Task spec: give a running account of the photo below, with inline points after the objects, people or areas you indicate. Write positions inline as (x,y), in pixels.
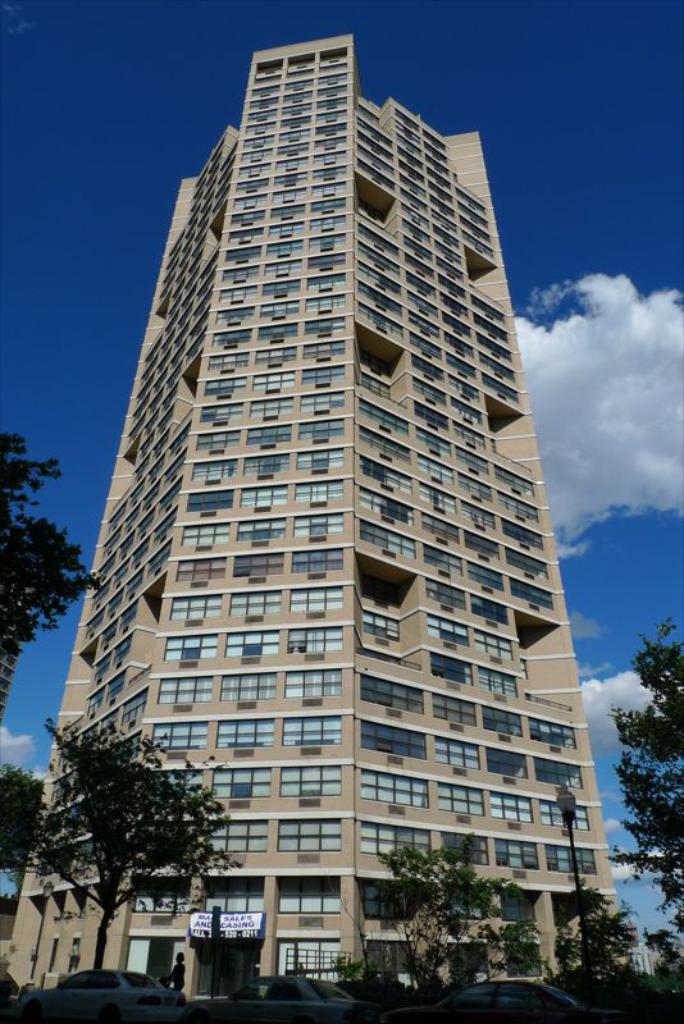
In this image there is a skyscraper (267,455). At the bottom (99,988) there are cars (289,1009), a street light pole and a person (180,982) walking. There are trees (72,801) in the image. Behind the skyscraper (262,814) there is the sky (92,304).
